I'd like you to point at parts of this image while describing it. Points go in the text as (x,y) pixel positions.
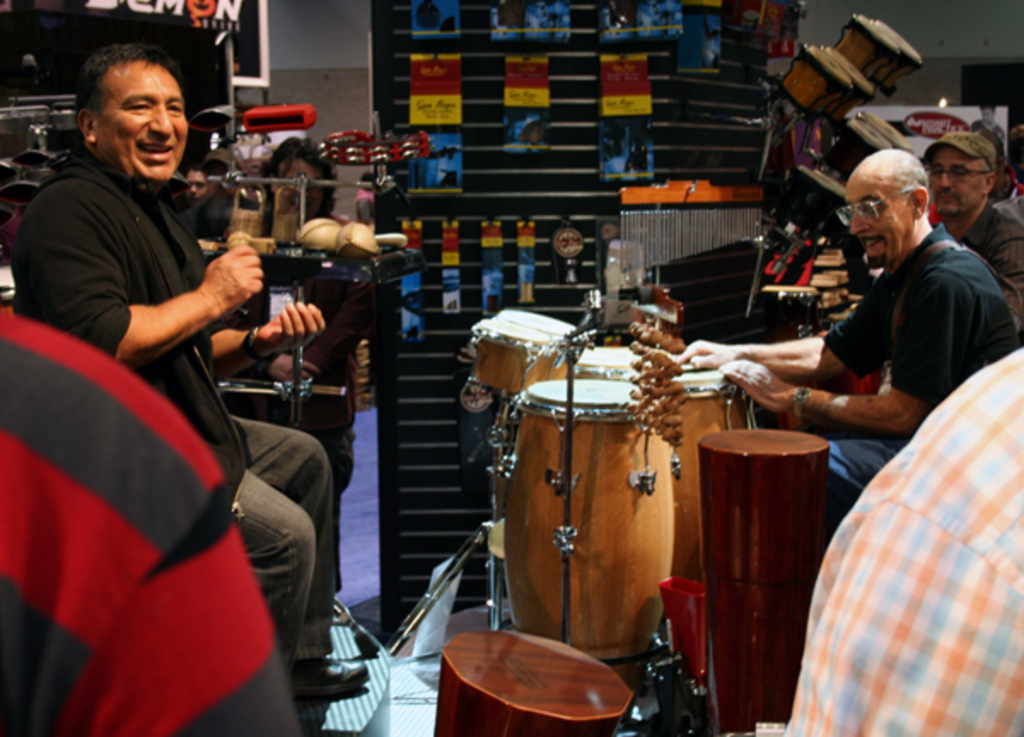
In the image we can see there are people (166,360) who are sitting on chair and they are playing musical instruments (803,457).
